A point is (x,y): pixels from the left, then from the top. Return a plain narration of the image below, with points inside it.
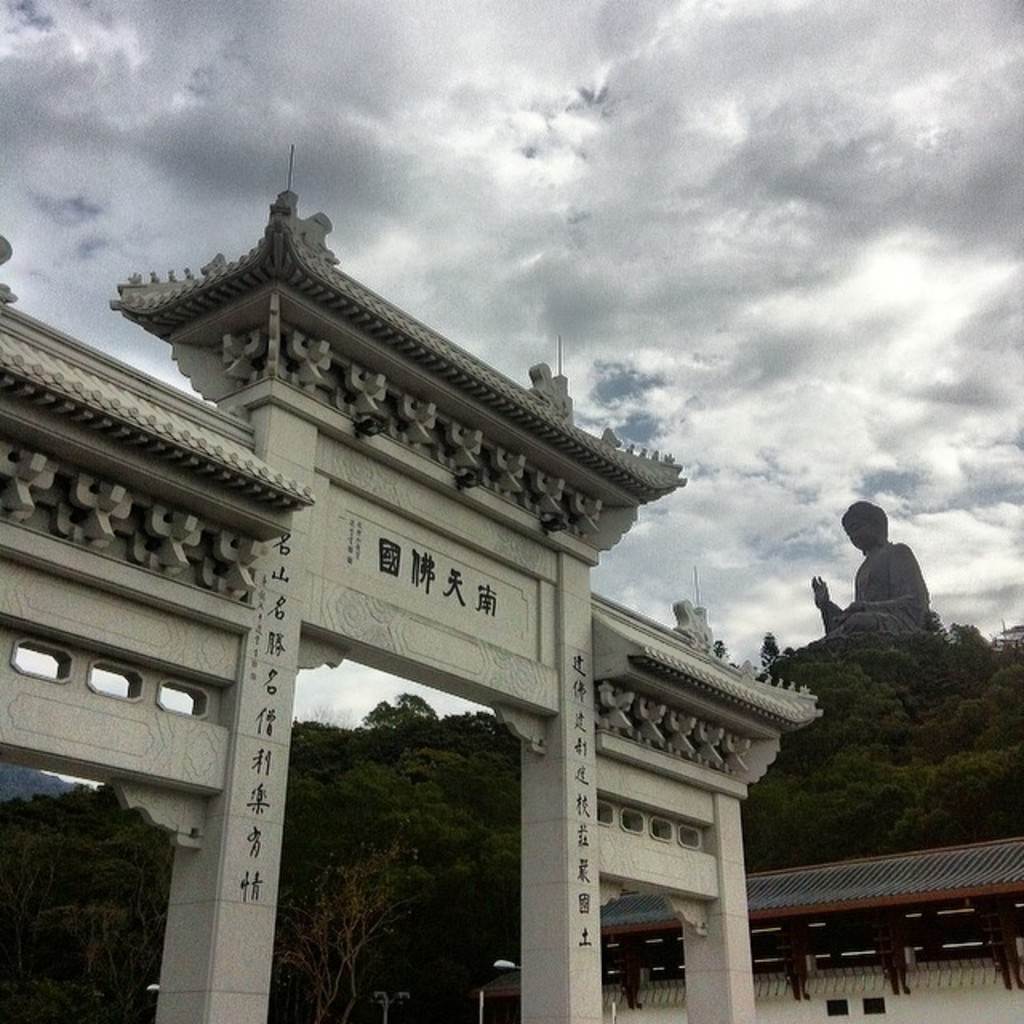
This is an entrance (234,539) with something written on that. In the back (768,888) there is a building (848,930). Also there are trees (513,752). On the right side (872,597) there is statue (820,604). In the background (470,119) there is sky (603,219) with clouds (702,305).
